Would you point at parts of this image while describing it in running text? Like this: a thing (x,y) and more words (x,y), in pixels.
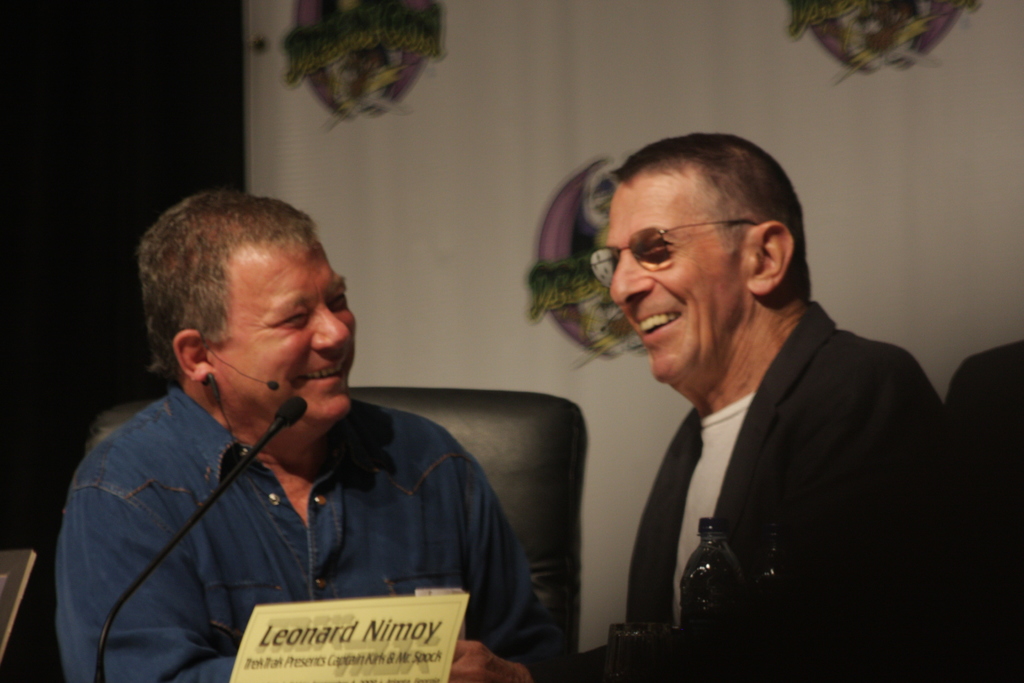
In this picture we can see two men (819,521) sitting on chairs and smiling and in front of them we can see a bottle (691,556), glass (634,660), mic (224,485) and in the background (385,196) we can see a banner (390,90).
